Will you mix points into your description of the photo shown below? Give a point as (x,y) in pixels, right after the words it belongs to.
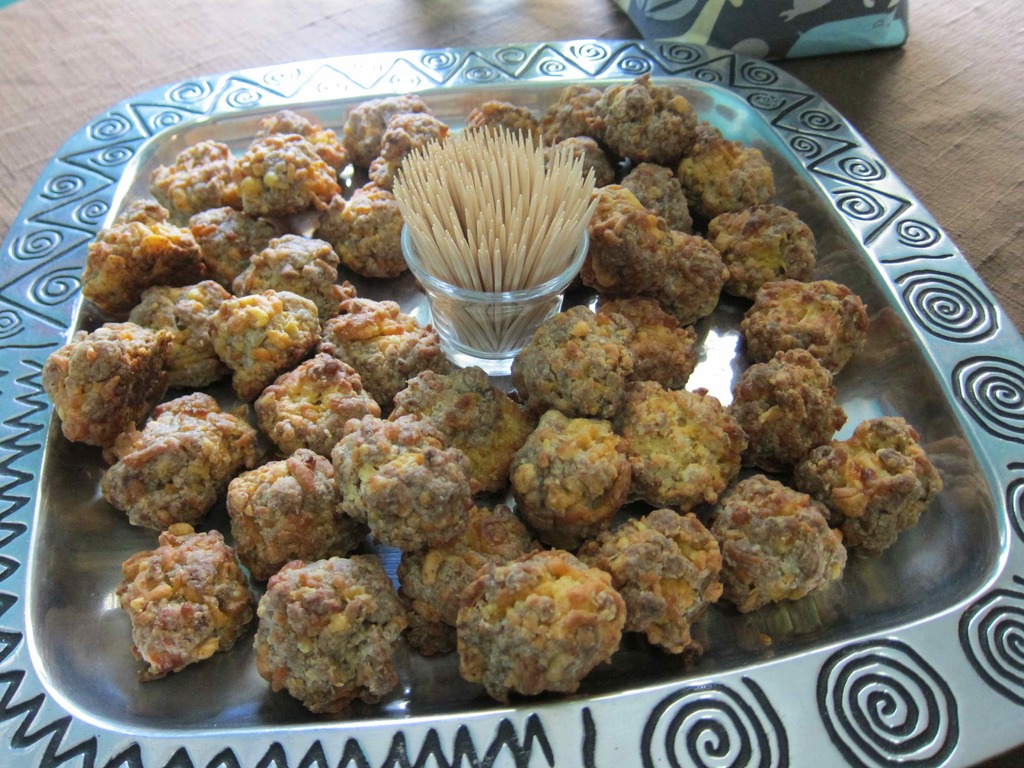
In this image I can see some food (636,443) in the plate (565,298). In the middle of the plate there are toothpicks (494,271).
